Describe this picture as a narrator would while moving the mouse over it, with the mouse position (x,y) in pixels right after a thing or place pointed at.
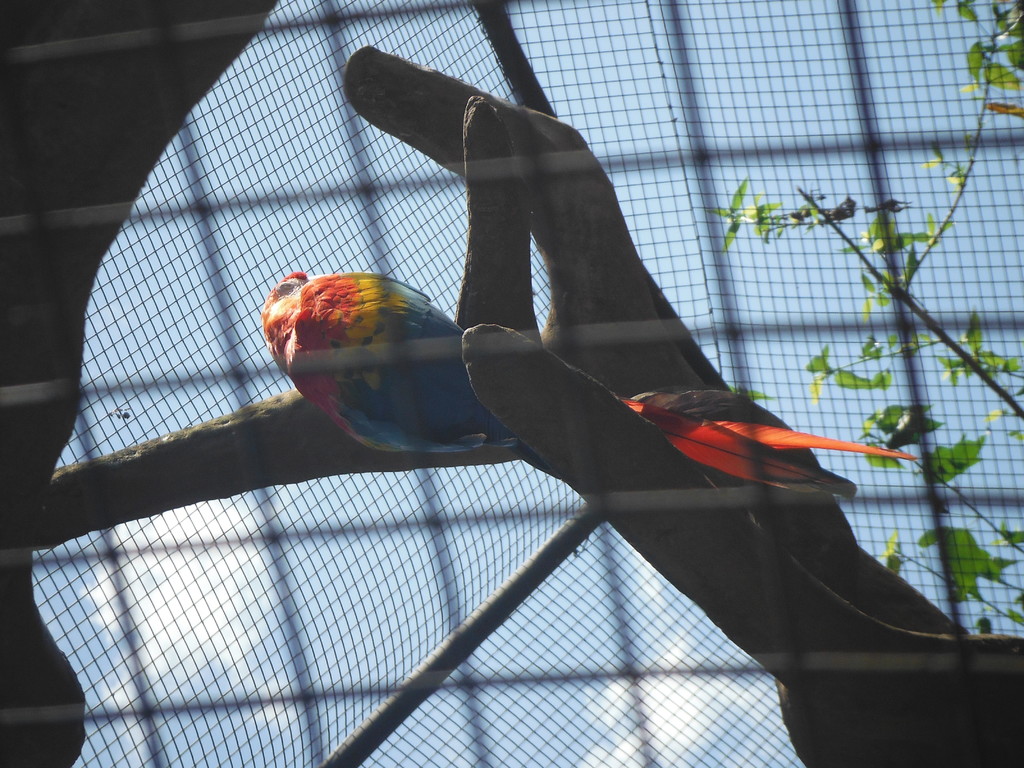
In the center of the image (381,385) we can see a parrot (390,370) on the branch (489,400). On the right (959,436) there is a tree (1023,414). In the background (634,203) there is a mesh (150,382) and sky (729,140).
